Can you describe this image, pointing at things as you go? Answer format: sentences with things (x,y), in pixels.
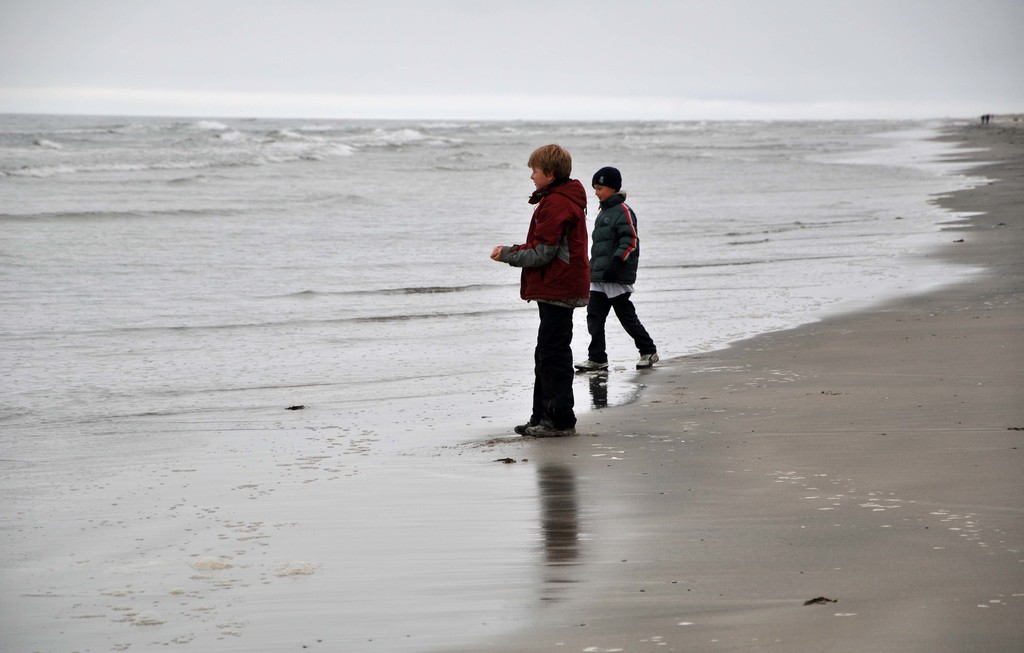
This is a beach (487,466). In the middle of the image (556,320) there are two persons (595,287) wearing jackets (607,259) and standing facing towards the left side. On the left side (90,162), I can see the water (202,170). At the top of the image (389,58) I can see the sky (276,50).
